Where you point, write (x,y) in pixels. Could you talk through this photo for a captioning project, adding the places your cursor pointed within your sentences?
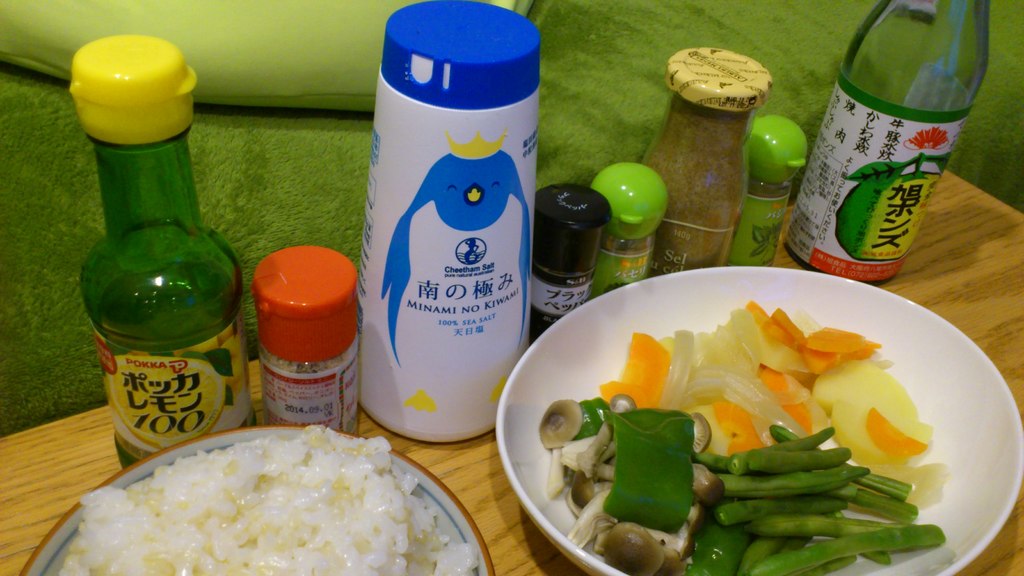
In the image we can see on table (959,226) there is a bowl (593,454) in which there are food items (846,447) which are boiled and in a bowl (63,558) there is rice (238,503) cooked rice (262,517) and there are bottles (498,239) in which there are liquids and other spices (794,170) for the food item (369,548). The table (21,502) is made up of wood (971,298).
